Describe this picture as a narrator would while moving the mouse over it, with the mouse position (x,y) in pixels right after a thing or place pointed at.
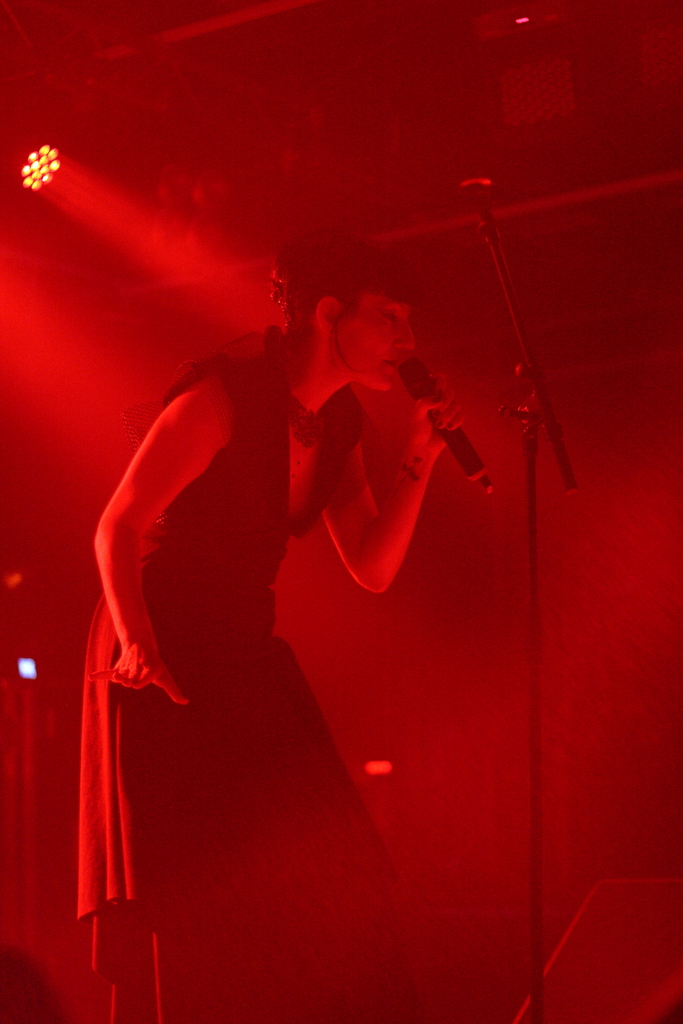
In this image we can see a person (204,565) standing and holding a mic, in front of him there is a stand (535,435), behind there is a light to the wall (173,307).
